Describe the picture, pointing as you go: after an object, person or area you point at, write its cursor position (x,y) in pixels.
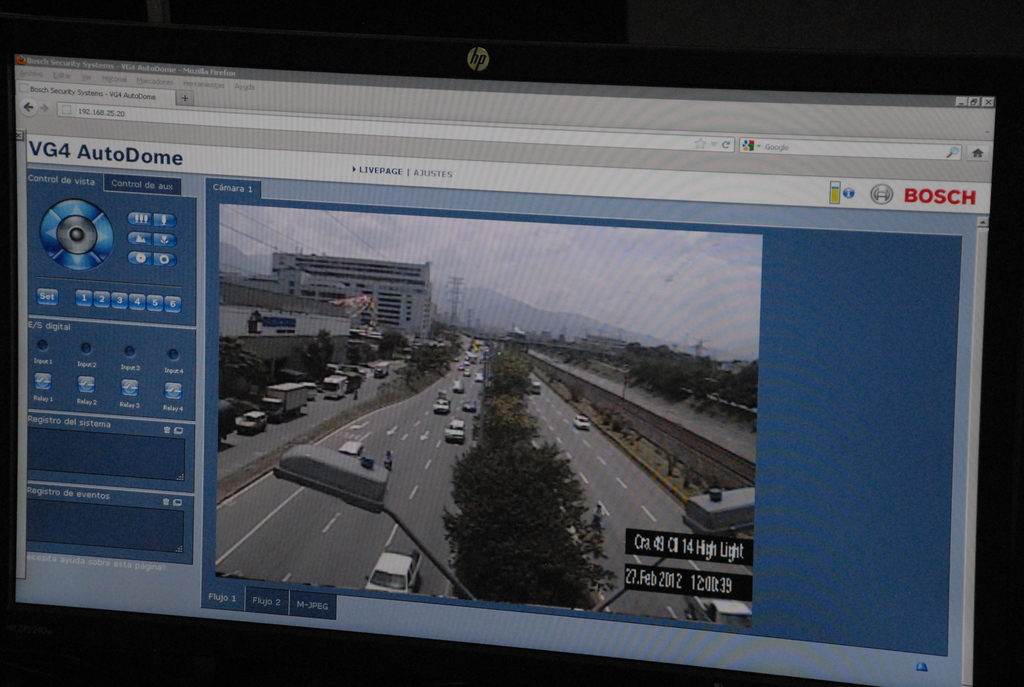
In the center of the image (501,261) we can see one monitor (530,470). On the screen (496,407), we can see a few vehicles (461,385) on the road (585,481). In the background (565,277), we can see the sky (574,296), clouds (580,285), buildings (301,307), poles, trees (389,346) etc. And we can see some text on the screen (420,436).
